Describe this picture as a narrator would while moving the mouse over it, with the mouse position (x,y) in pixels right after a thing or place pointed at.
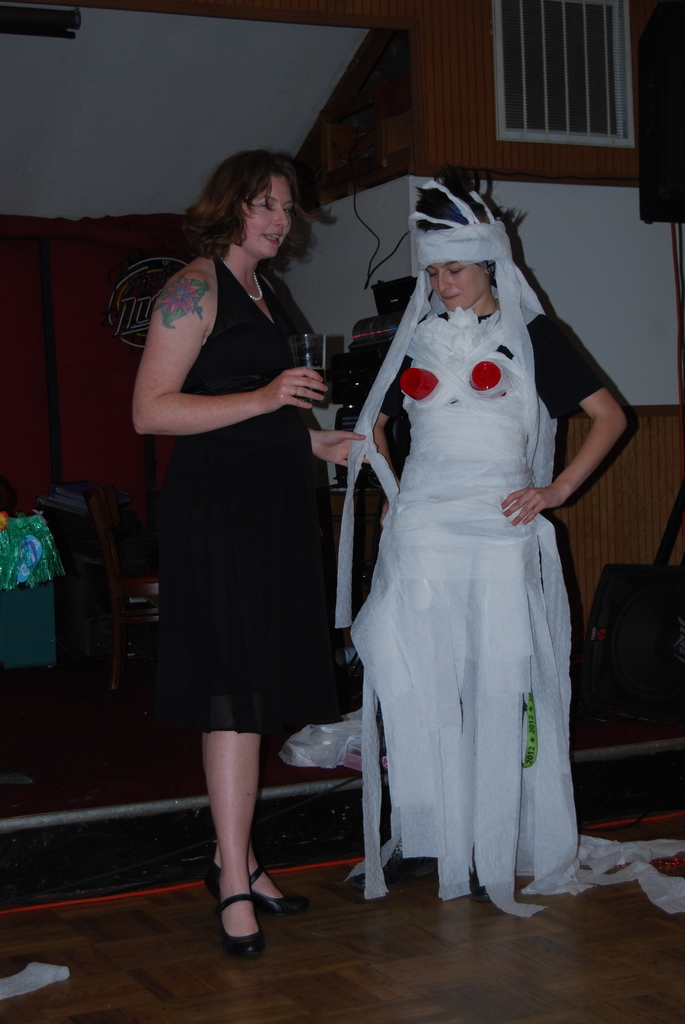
In this picture we can observe two women (234,480). One of the women (434,445) is wearing white color dress (434,563) and the other is wearing black color dress (236,492). Both of them are standing on the floor (249,1017). In the background (204,172) we can observe a wall (142,189).
